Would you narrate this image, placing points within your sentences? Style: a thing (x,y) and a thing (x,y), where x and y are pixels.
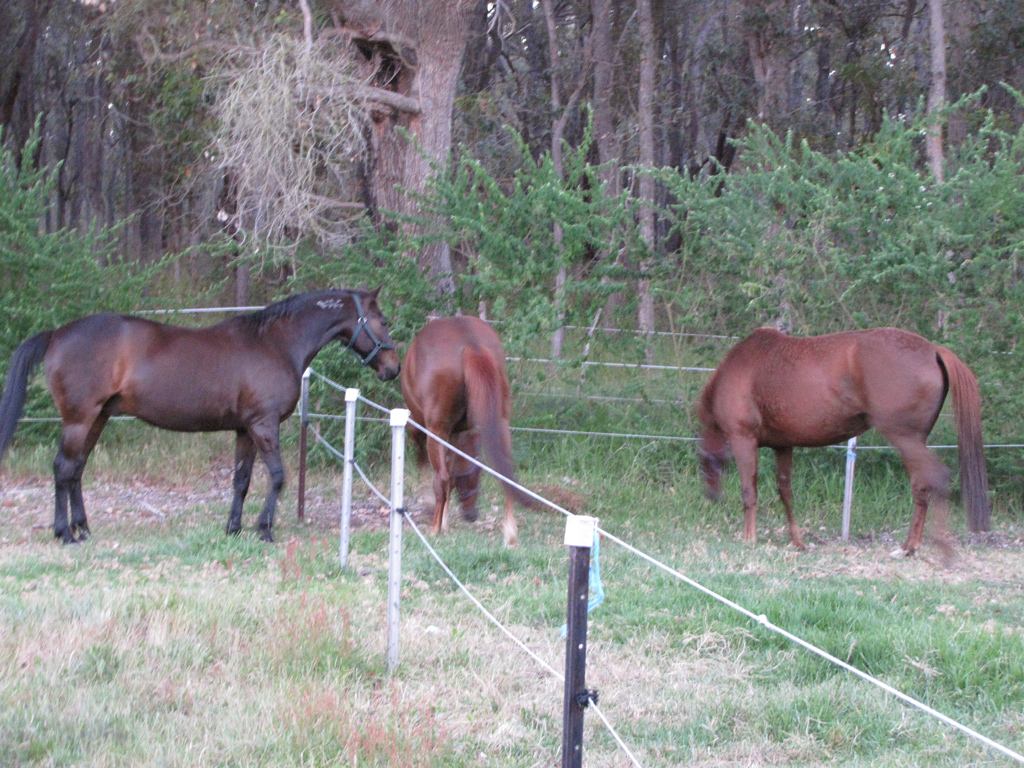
This image is taken outdoors. At the bottom of the image (411,713) there is a ground (258,693) with grass (319,706) on it. In the background (37,237) there are many trees (230,212) and plants (844,258) with leaves (781,186), stems (149,200) and branches (865,257). In the middle of the image (368,321) there are three horses (485,380) and there is a rope fence (399,429).
